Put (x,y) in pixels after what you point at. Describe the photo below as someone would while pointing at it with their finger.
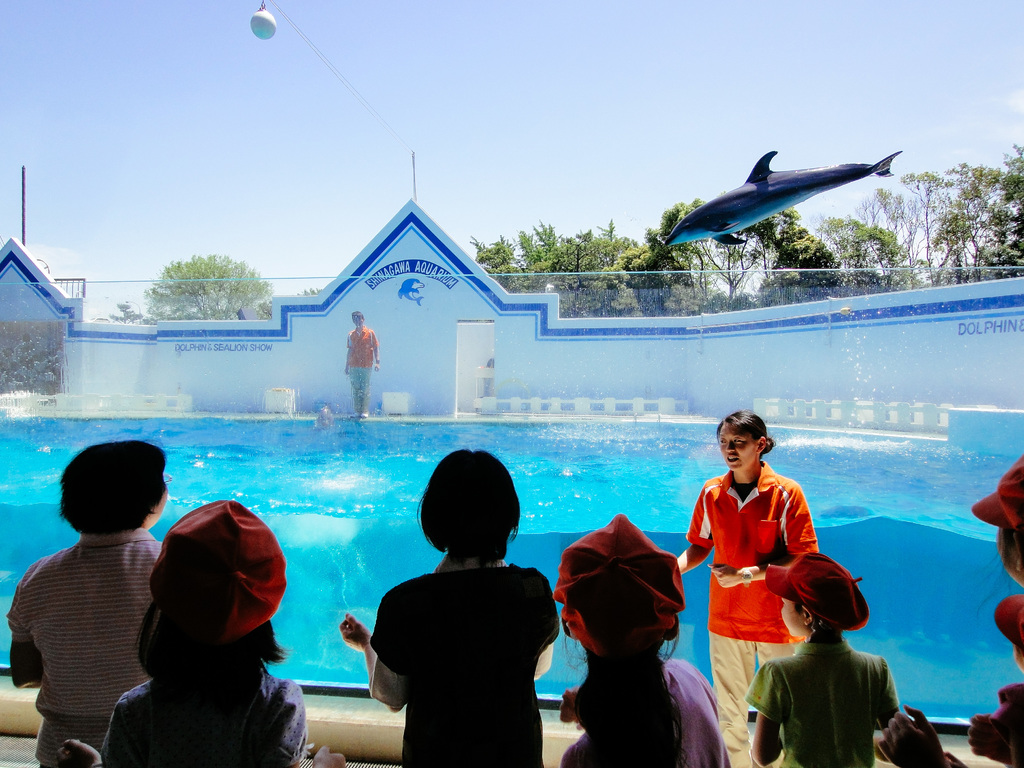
This picture shows few trees (558,246) and we see a dolphin (826,187) jumping in the water (624,451) and few people (635,741) standing and few people (604,635) wore caps (604,635) on their heads (617,643) and we see trees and a blue sky (326,125).
